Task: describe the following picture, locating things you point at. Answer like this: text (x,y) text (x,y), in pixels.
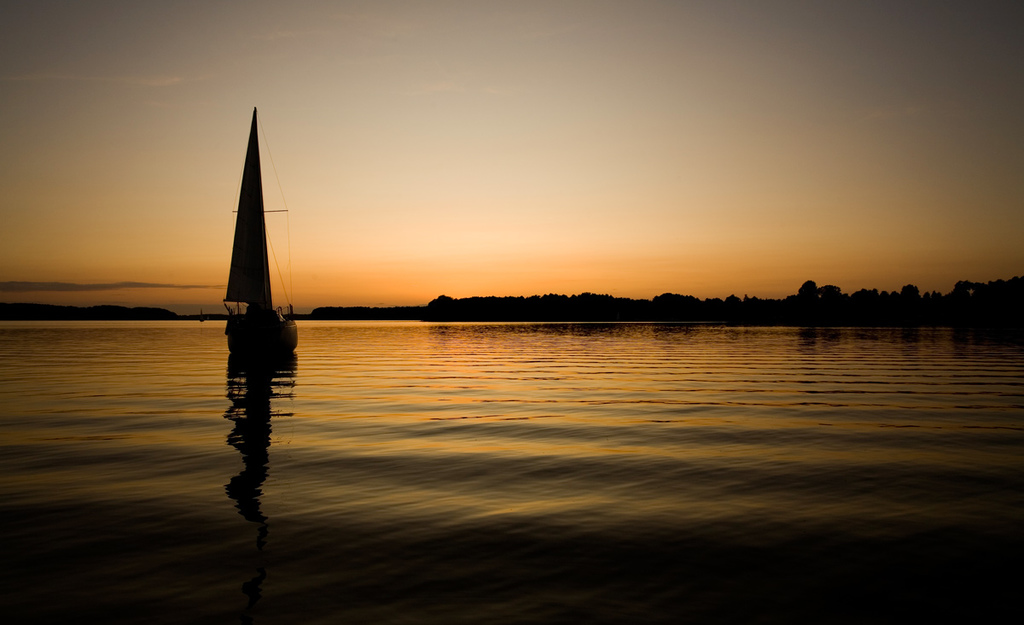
In this image, I can see a boat (234,339) on the water (253,397). In the background (69,305), there are trees (470,316), hill (174,316) and the sky (150,284).
